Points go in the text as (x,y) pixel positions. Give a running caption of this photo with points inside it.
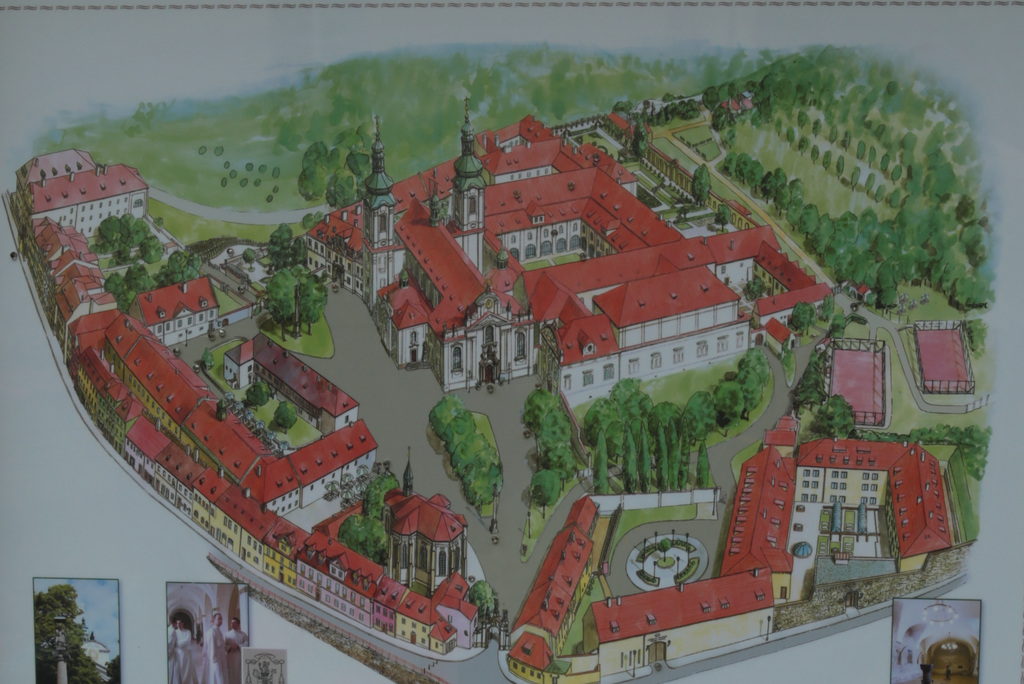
It is a painting. Here there are so many houses (599,282), trees (464,421), grass (721,548), windows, walls (667,372) and roads (874,610). At the bottom (966,620), of the image, we can see a few pictures (114,659).
